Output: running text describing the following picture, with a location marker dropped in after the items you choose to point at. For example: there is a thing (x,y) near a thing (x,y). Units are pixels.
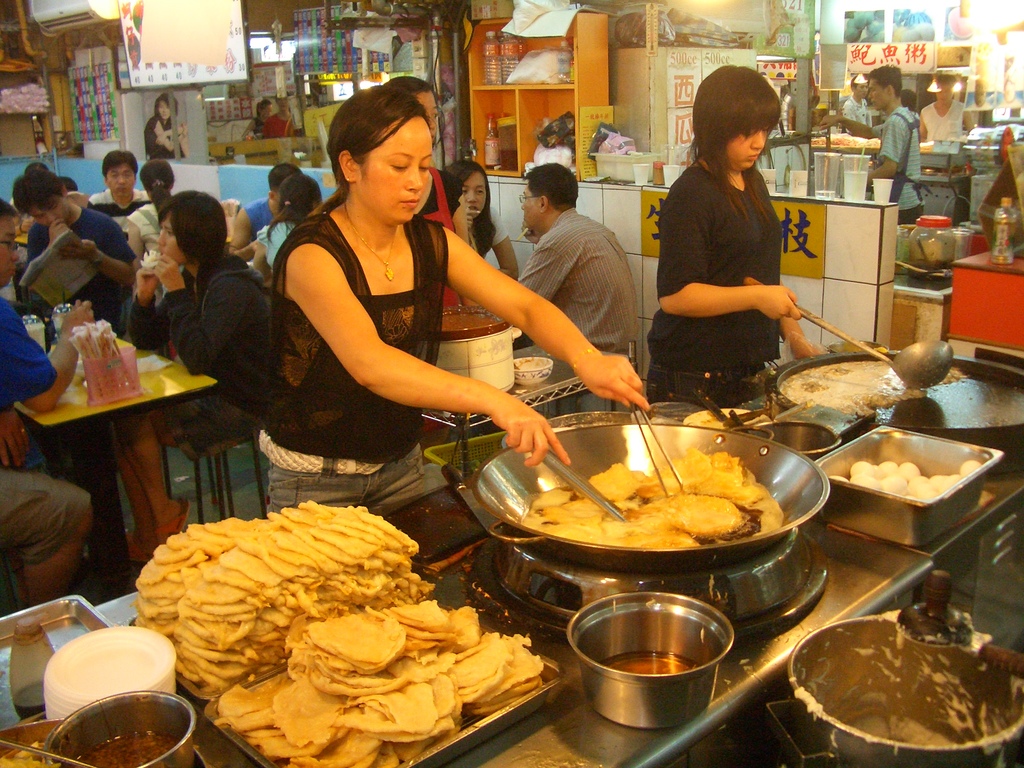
In this image there are a group of people (3,355) some of them are sitting and some of them are standing, in the foreground (557,352) there are two persons (381,470) who are standing and they are cooking something. In front of them there is one table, on the table (743,674) there are some food items (242,534), vessels (951,468), bowls (115,711) and some other objects (152,683). In the background (945,130) there are some stores (667,79) and some persons (929,123) are standing and also we could see some tables (944,160), glasses (849,174), cups (817,180), plastic bottles (1002,222) and some other objects (145,143).
